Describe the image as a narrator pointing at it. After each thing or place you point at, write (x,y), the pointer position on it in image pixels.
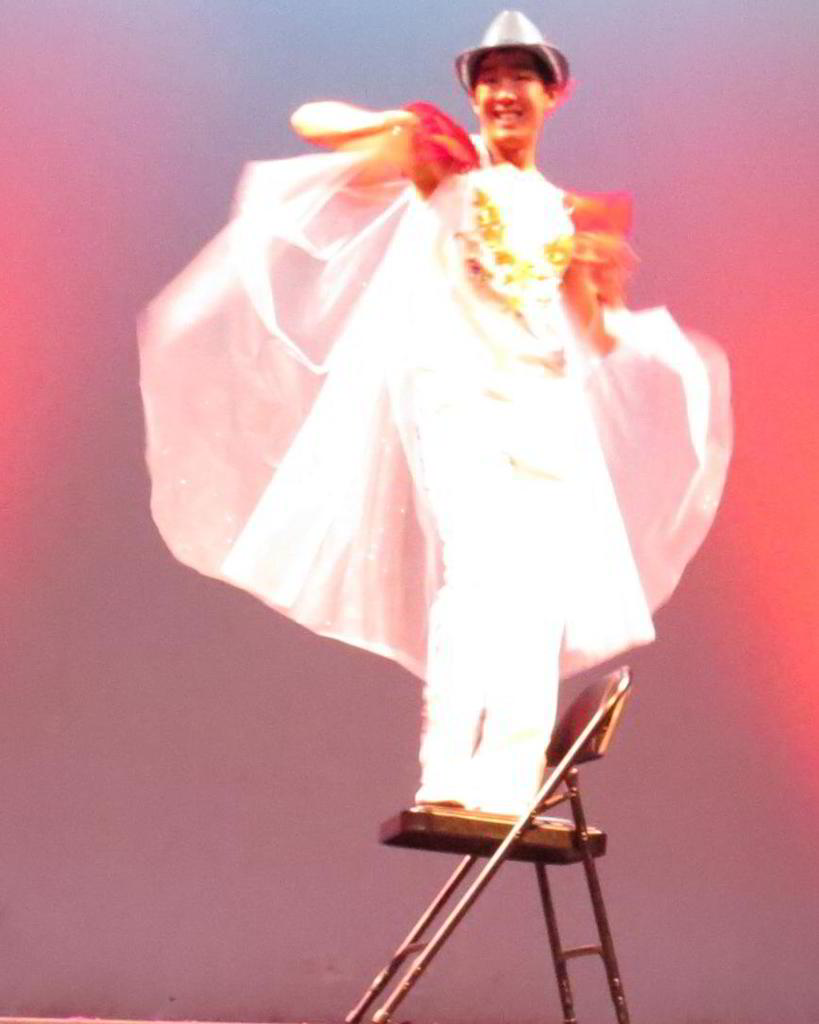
There is one person (457,520) standing on the chair (474,823) and wearing a white color dress (398,360) in the middle of this image (417,454).
